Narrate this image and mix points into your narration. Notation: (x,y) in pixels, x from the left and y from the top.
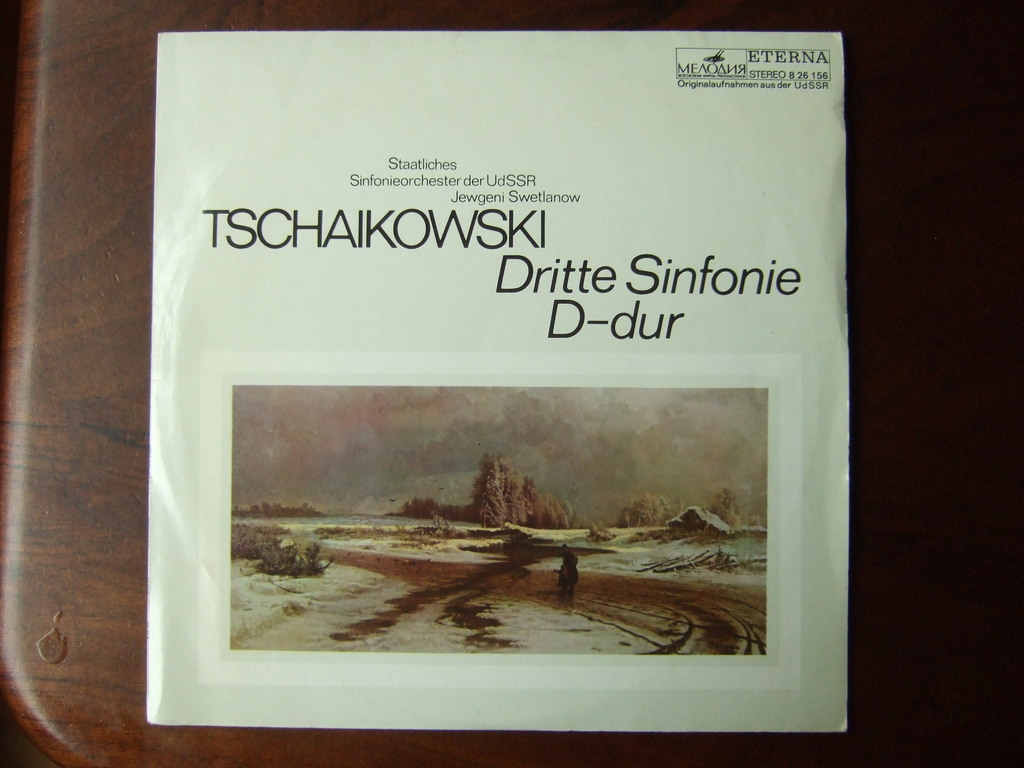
In this picture we can see a paper (624,224), in the paper (586,286) we can find few trees (485,520) and text (417,233).
